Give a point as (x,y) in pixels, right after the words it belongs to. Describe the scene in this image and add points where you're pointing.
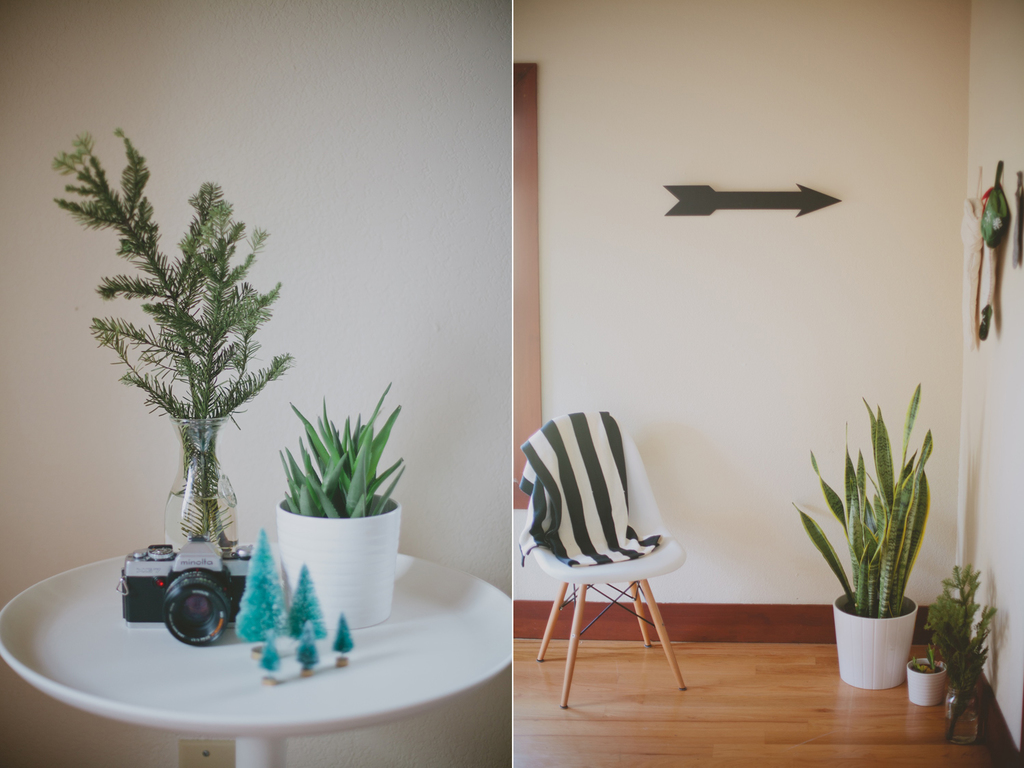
This is a collage. On the left side (339,688) there is a table (298,699). And on the table (227,693) there is a camera (187,575), flower vase (207,461) containing some plants (176,320) and also a pot (360,524) with some other plants (360,514) and toys (268,601) are there. On the right side (892,485) there is a chair (618,568) and on the chair (646,562) there is a towel (582,488) and another pot (874,633) with some plants (885,550). And on the wall (788,234) there is an arrow mark (770,199).
